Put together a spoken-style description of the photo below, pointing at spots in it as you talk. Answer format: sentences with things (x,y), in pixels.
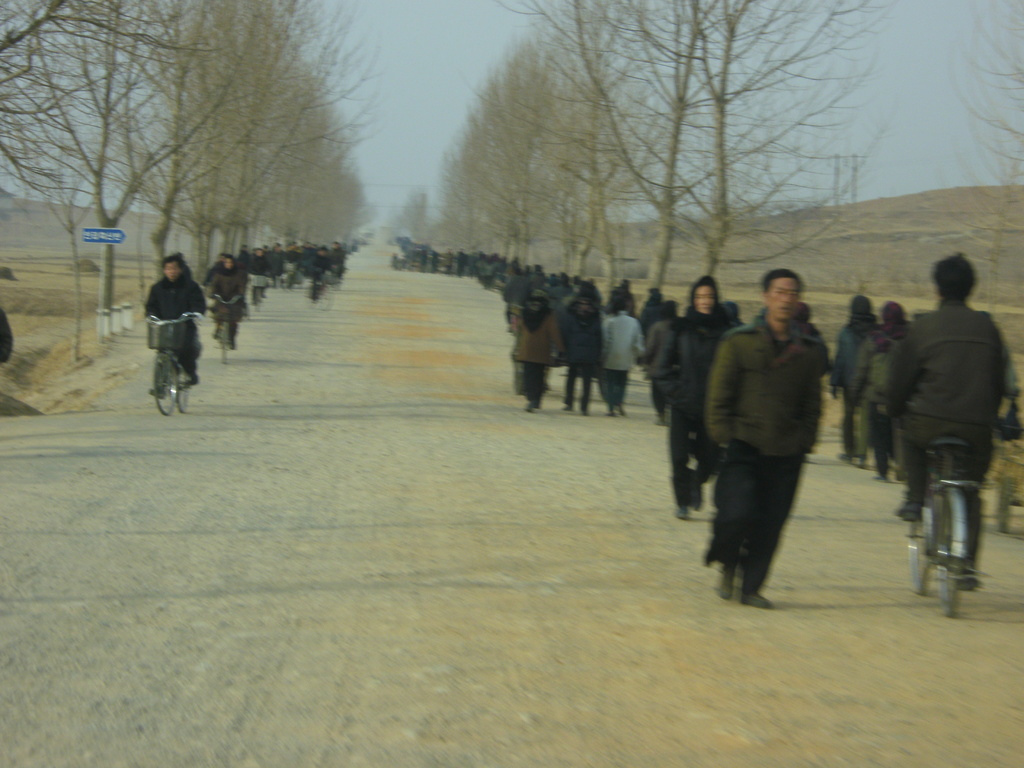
In this image I see number of people (230,274) who are on the road (418,424) and I see few people (182,279) who are on the cycles (920,528) and I see a blue color board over here and I see the trees (107,290). In the background (788,11) I see the sky (416,92).
